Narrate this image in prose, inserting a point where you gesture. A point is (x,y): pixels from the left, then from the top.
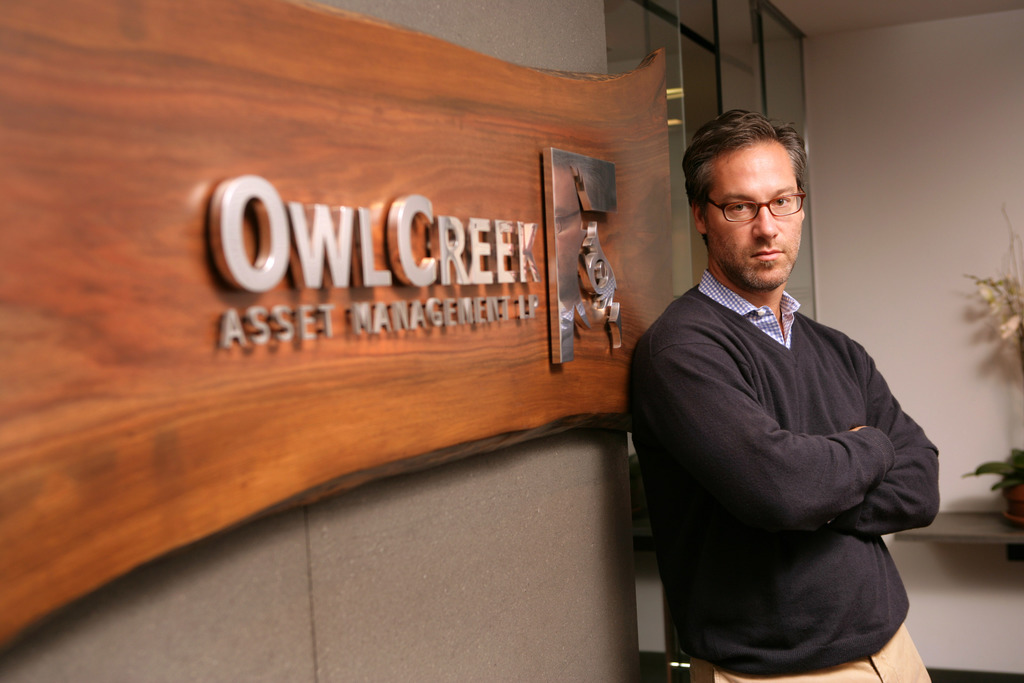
In this picture there is a man (697,320) who is wearing spectacle (761,201), sweater (761,392), shirt (776,334) and trouser (875,673). He is standing near to the wall (432,519). On the wall (558,40) we can see a wooden board (350,327) on which we can see the company name (368,317). In the background (980,290) there is a glass door (806,265) and plant (1012,313).
